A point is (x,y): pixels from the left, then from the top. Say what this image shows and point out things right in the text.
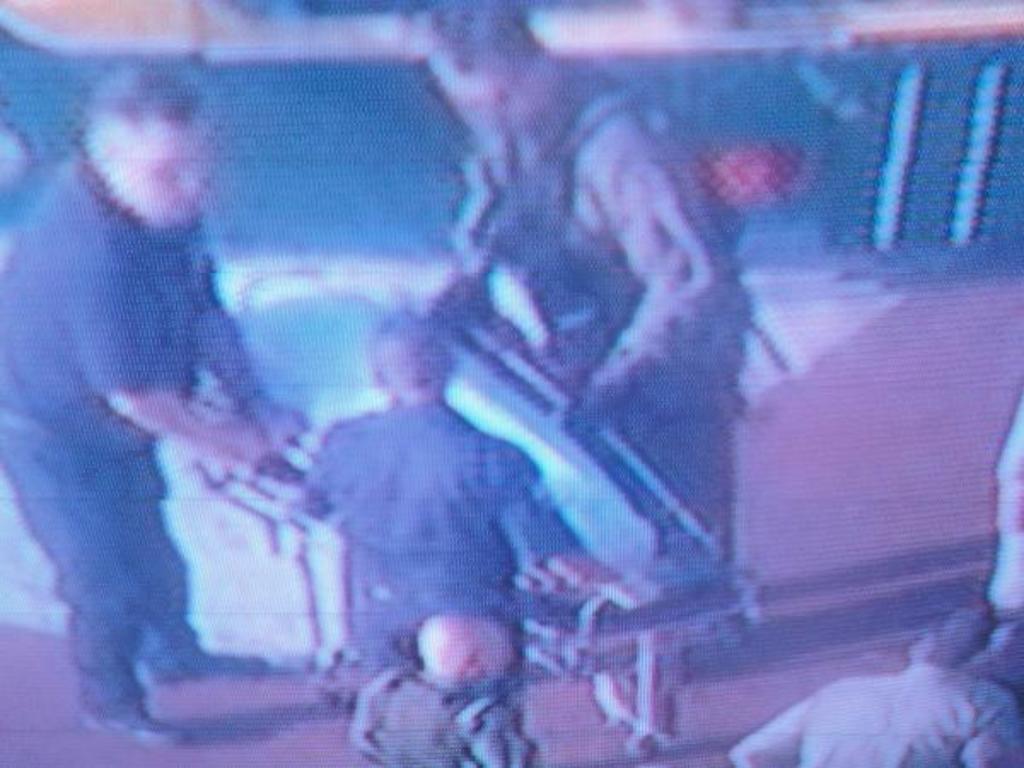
In this image there are people (1004,626) standing and it is blurred.
